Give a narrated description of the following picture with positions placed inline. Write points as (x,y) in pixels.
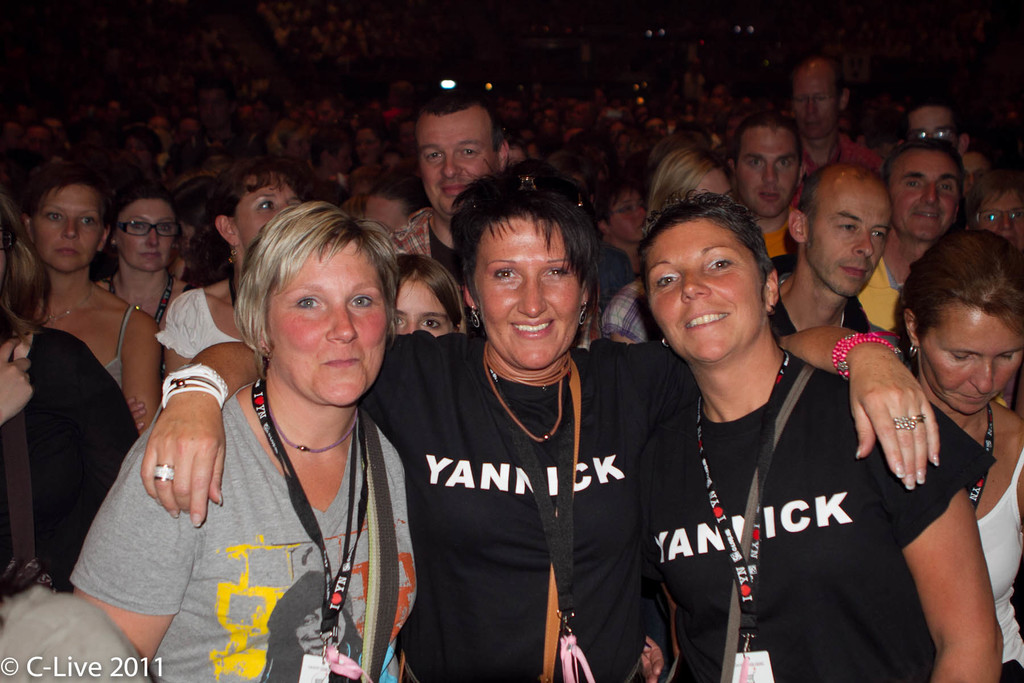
Here we can see three women (376,464) in the middle (584,361) posing a camera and they are smiling. In the background (446,155) there is crowd (822,258).
